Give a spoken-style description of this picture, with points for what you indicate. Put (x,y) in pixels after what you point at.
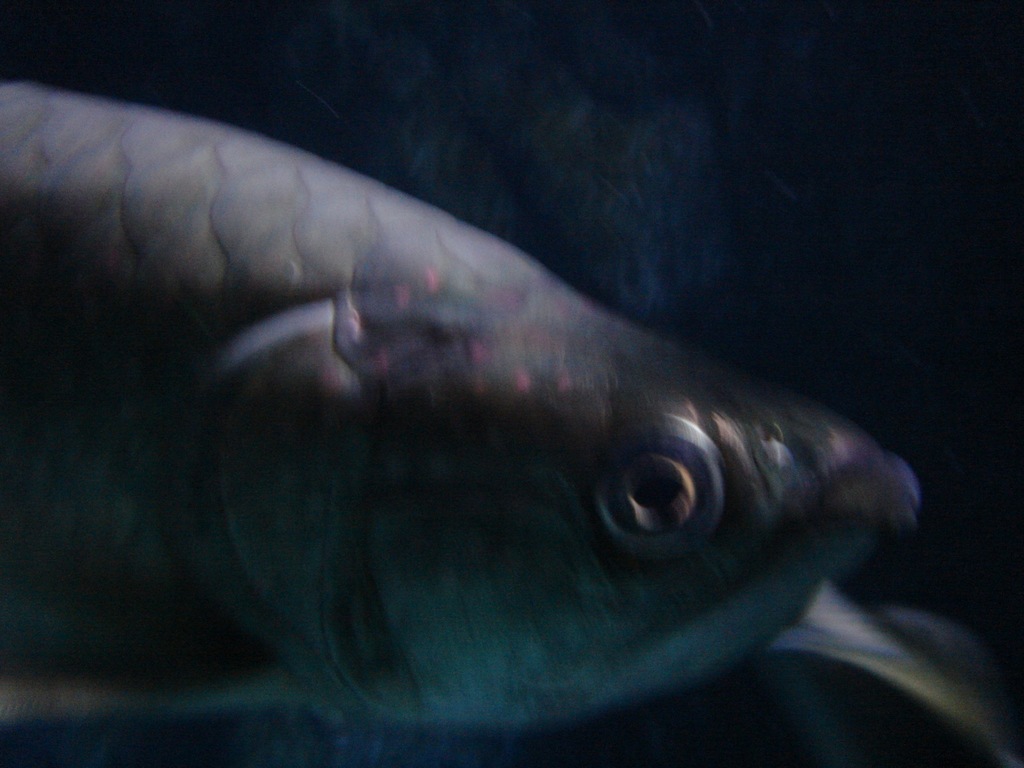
In this image we can see a fish (642,443).
